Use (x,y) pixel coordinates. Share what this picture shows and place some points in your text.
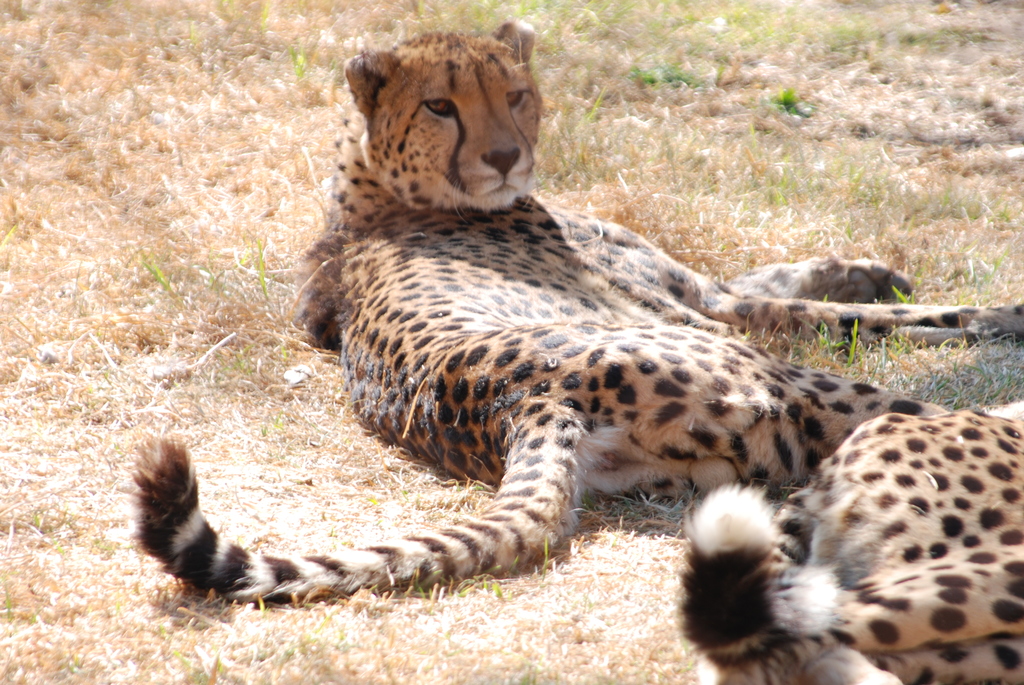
In this image I can see the animals (643,433) on the ground (139,328).
